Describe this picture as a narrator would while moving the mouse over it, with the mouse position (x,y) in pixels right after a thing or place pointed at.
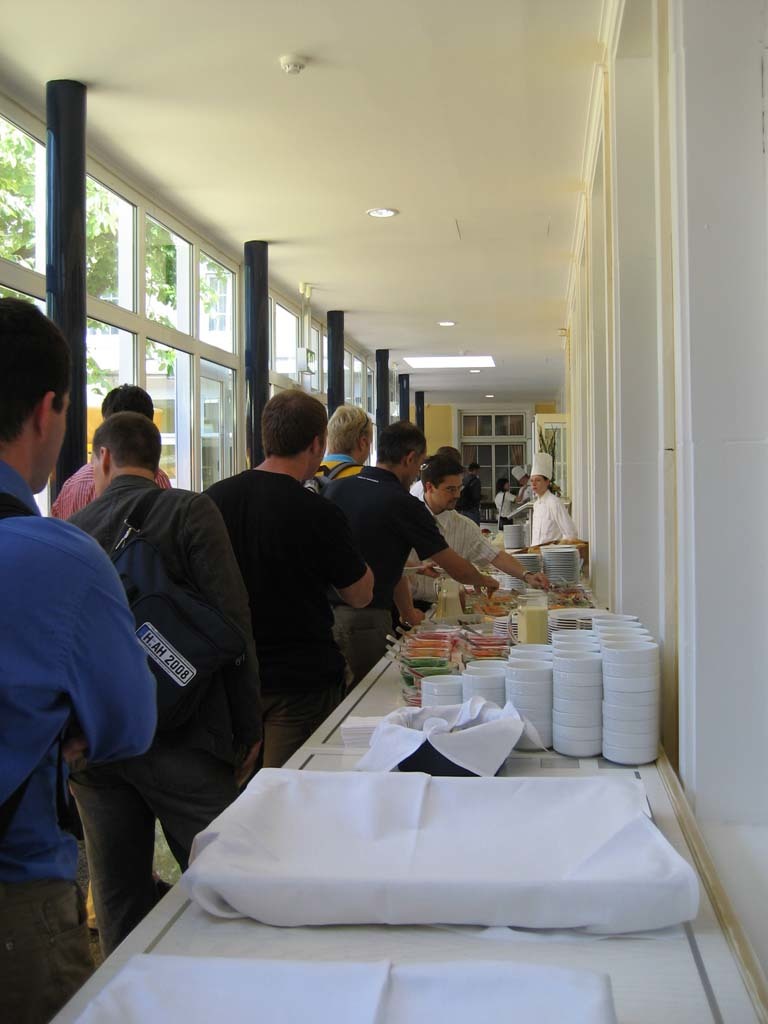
This picture shows people (424,566) standing in a line and we see few cups (475,671) and some bowls (412,702) and plates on the table (274,956) and we see a man (543,467) standing.
